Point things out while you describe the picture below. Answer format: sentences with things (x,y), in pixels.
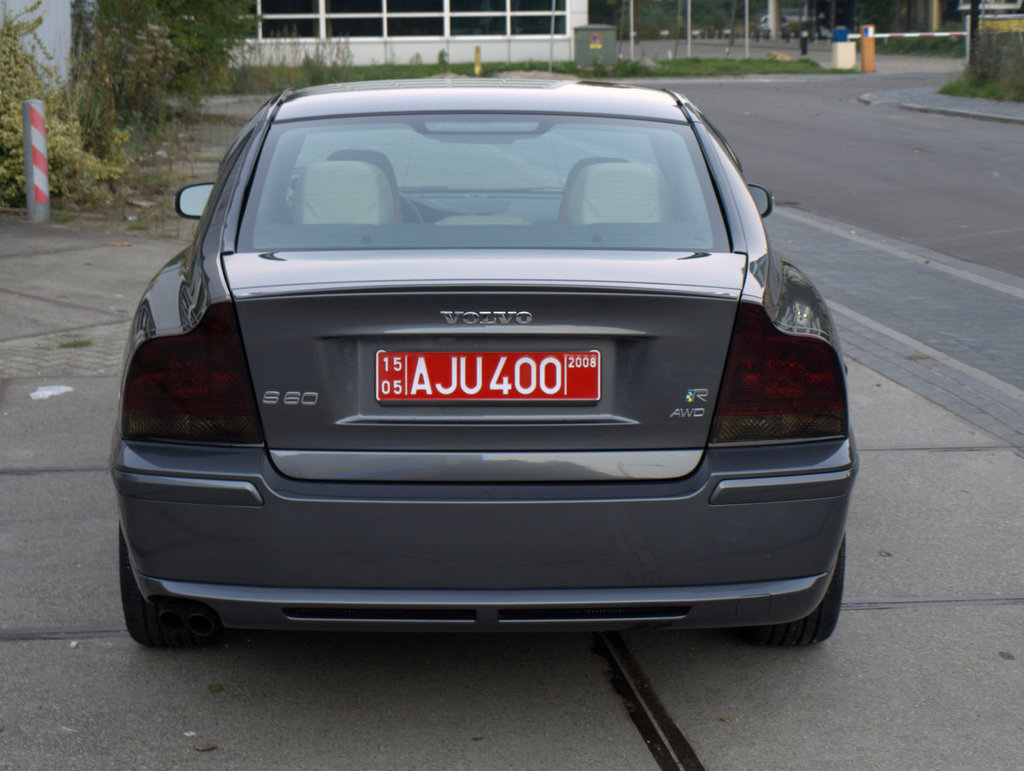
This image is taken outdoors. At the bottom of the image (708,726) there is a road (844,639). In the background (793,64) there is a ground (375,66) with grass (688,74) on it. There are a few plants (147,39). There is a building (476,29). In the middle of the image (465,371) a car (318,460) is parked on the road (663,636).
